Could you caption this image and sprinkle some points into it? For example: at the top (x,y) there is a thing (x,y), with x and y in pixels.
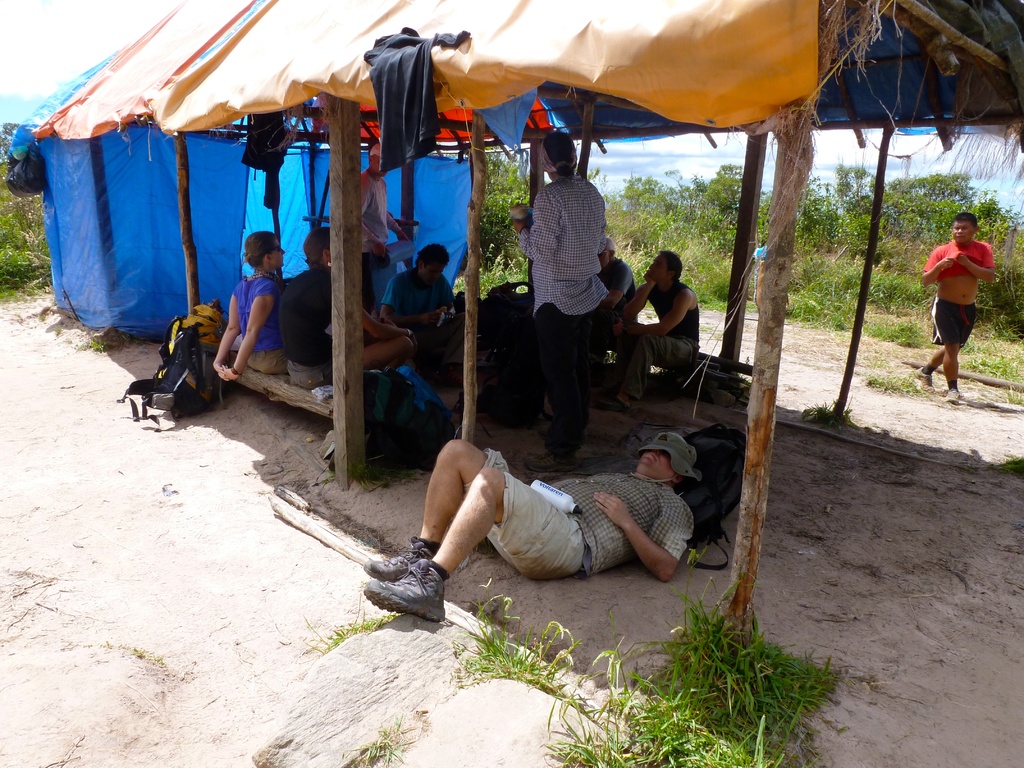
In this picture I can observe some people (424,306) under the hut (305,91). In the background (710,238) there are some plants (707,217).
